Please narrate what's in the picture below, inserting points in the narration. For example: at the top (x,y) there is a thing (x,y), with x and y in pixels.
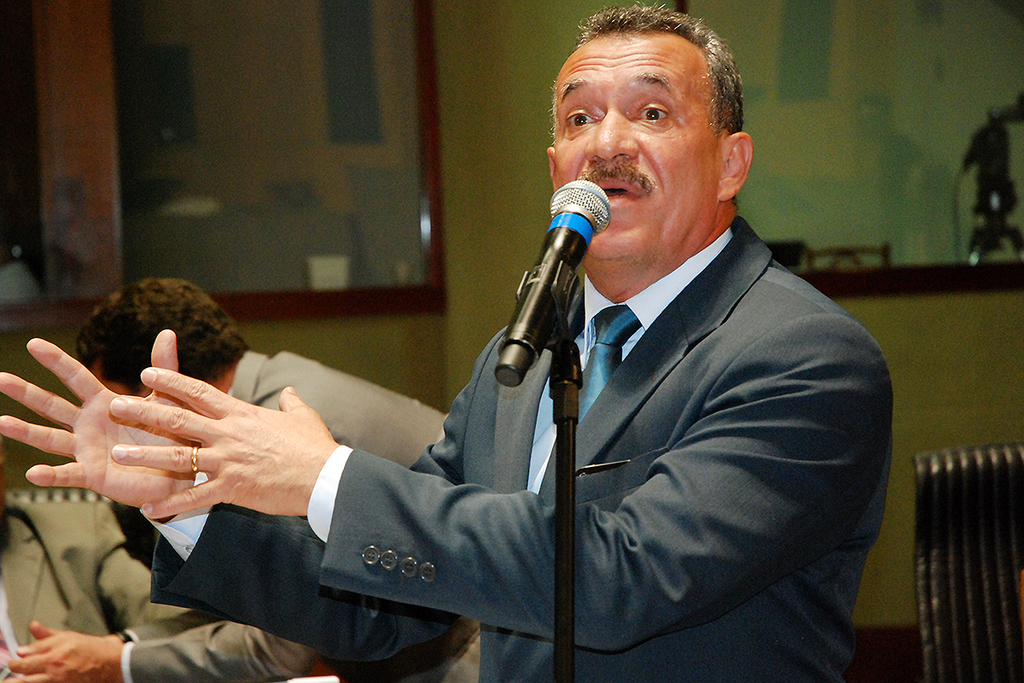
In this image I can see few people (326,471) and I can see all of them are wearing formal dress (609,529). Here I can see a mic (544,295) and in the background (923,502) I can see a chair (944,479).
